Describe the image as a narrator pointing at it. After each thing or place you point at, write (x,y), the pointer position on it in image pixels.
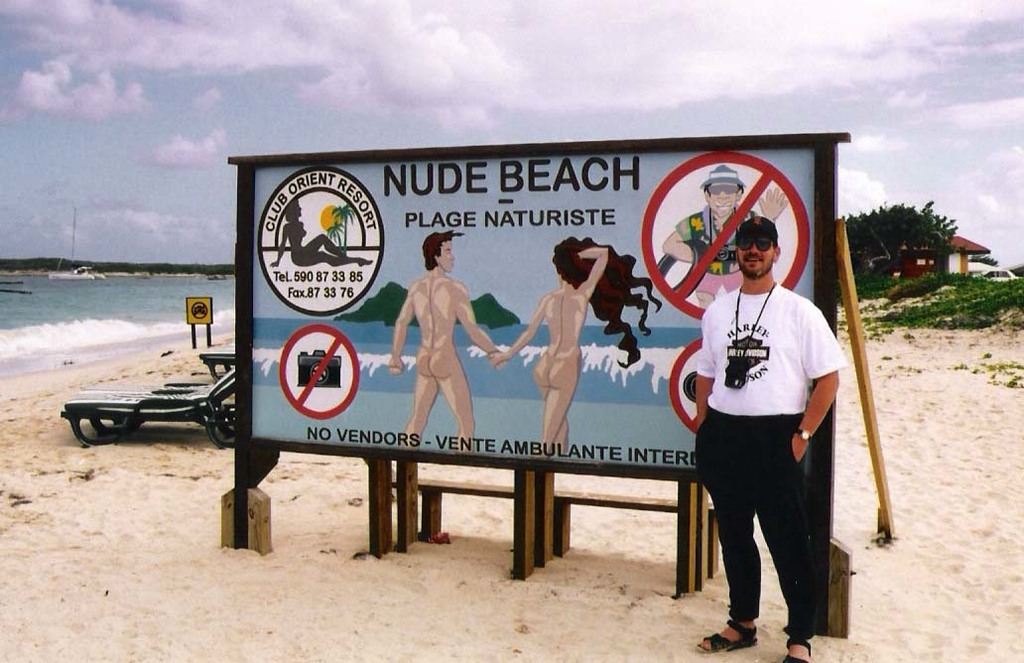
In this picture, there is a board (576,218) in the beach (377,568). On the board (397,263), there are some pictures (436,274) and text (459,186). Beside the board (568,362), there is a man (803,384) wearing a white t shirt (770,348), black trousers (736,422) and carrying a camera (742,371). At the bottom (371,597), there is sand (278,485). Towards the left (136,388), there is water (84,316), bench (120,405) and a board (206,303). Towards the right (944,251), there is a house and plants (915,227). On the top (628,88), there is a sky (706,84).
